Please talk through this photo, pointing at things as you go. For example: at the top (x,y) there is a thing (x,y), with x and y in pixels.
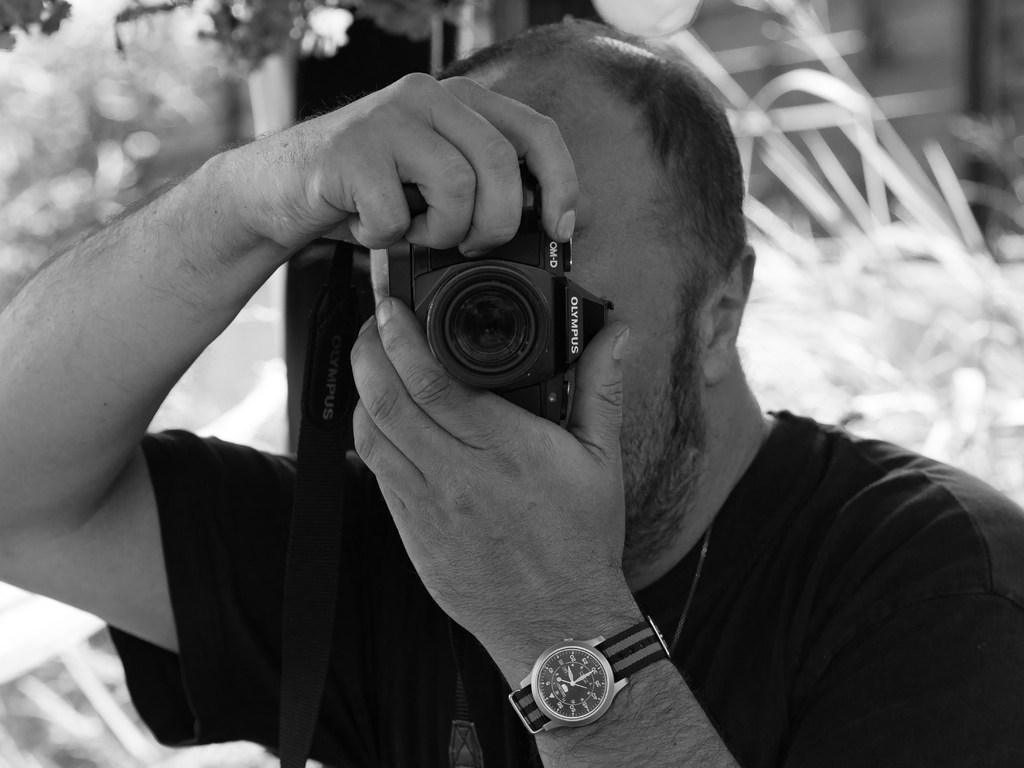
In the center (596,431) we can see the man (588,455) he is holding camera (512,335). And coming to the background (102,70) we can see some trees (171,99).
